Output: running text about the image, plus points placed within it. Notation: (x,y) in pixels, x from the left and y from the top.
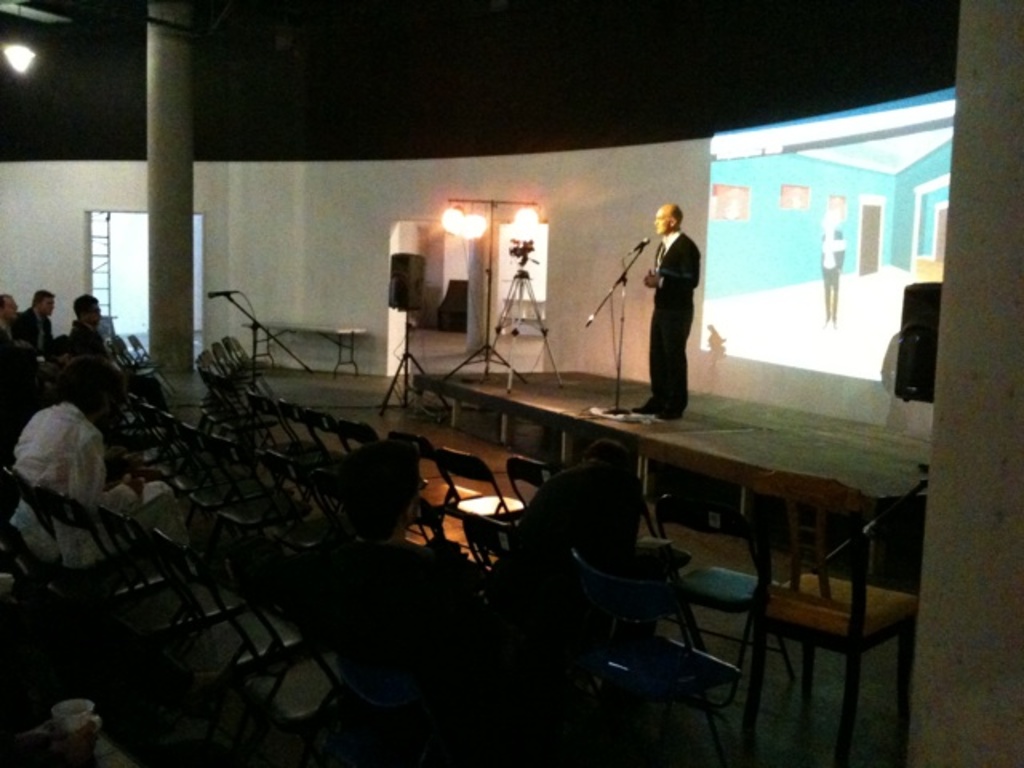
There is a person (671,264) standing on the stage (736,419) and he is speaking on a microphone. Here we can see a few persons (102,481) sitting on a chair (138,359) and paying attention to the speaker (678,233). In the background (746,342) we can see a screen (845,210) and here we can see a camera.
